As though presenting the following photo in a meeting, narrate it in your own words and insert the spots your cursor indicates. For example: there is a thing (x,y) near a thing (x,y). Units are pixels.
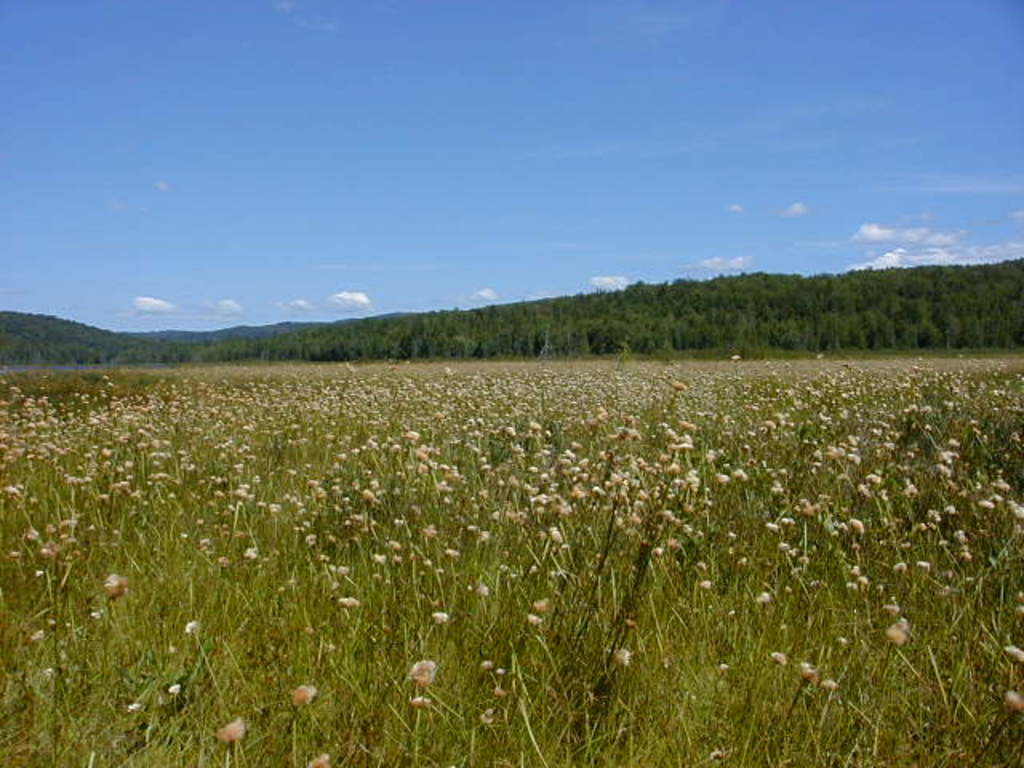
In the foreground of the image (694,579) we can see flowers (490,462) on the plants (359,479). In the background (1004,342), we can see a group of trees (321,343), mountains (268,336) and the cloudy sky (413,282).
